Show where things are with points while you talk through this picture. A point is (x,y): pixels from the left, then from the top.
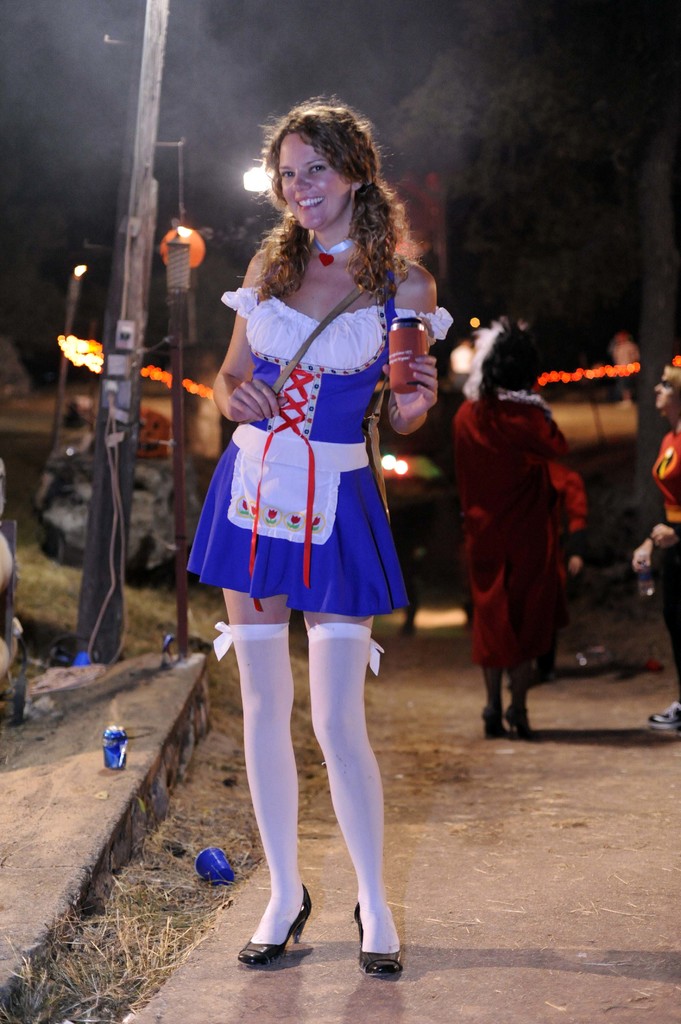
Here I can see a woman (336,420) wearing a blue color frock (336,518), holding a coke tin (415,359) in the hand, standing, smiling and giving pose for the picture. In the background (520,439), I can see few poles (138,314) and two persons (558,447) are standing on the road (549,745). The background (551,235) is in black color.
